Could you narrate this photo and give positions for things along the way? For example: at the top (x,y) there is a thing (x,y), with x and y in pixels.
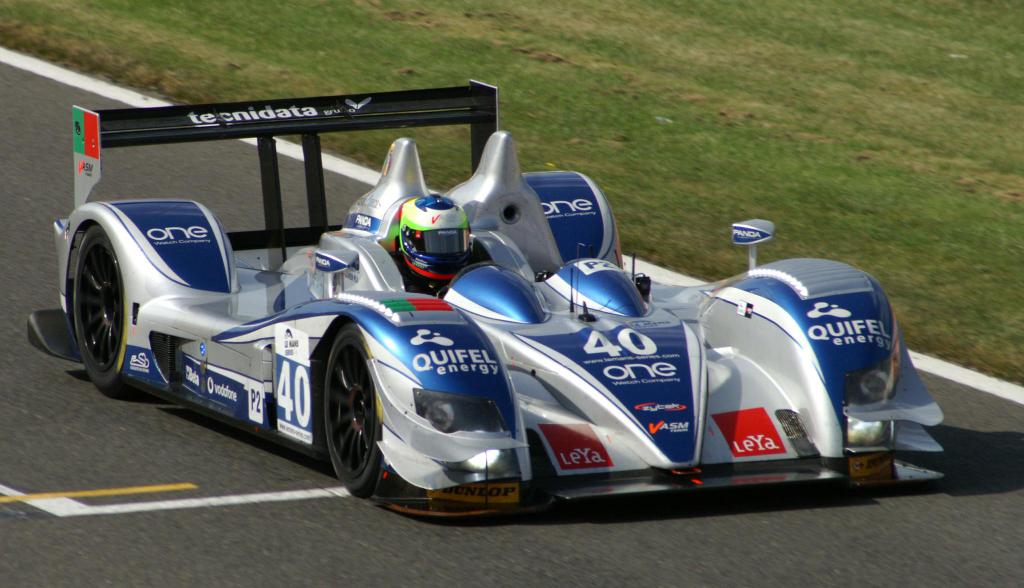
In this picture we can see a vehicle (219,373) on the road (873,496) with a person (415,216) on it and in the background (241,26) we can see grass (671,132).
